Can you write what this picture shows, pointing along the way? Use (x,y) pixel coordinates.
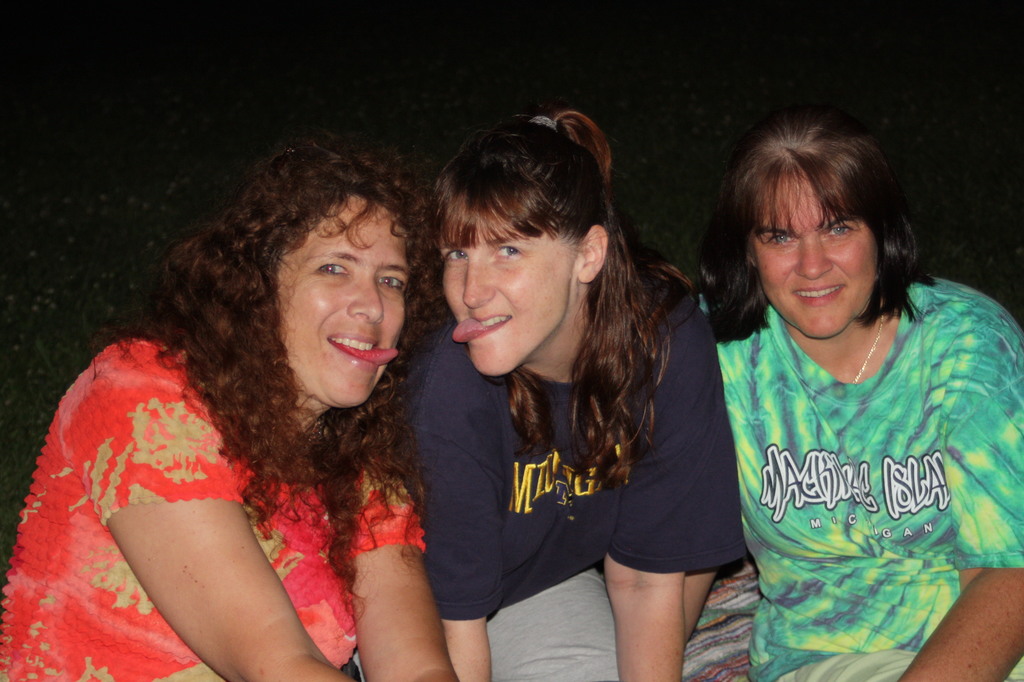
In this image we can see three persons (566,208). Behind the persons (603,172) the background (108,147) is dark.
